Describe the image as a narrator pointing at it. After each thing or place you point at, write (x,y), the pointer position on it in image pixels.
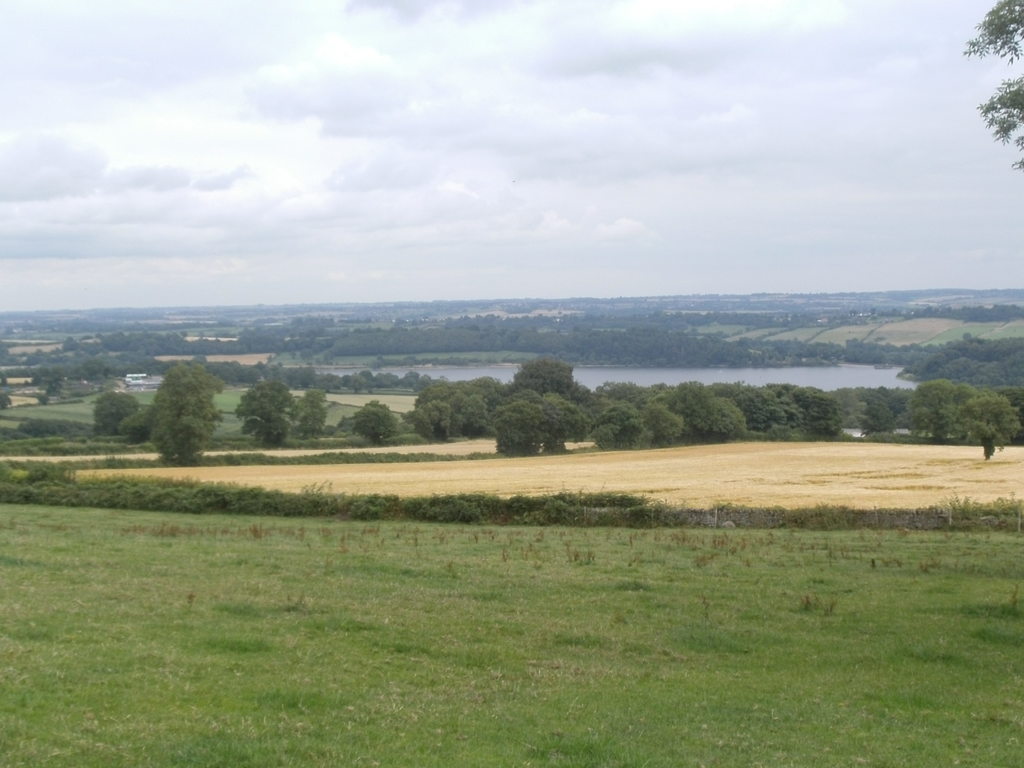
In this picture I can see trees (962,377), plants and grass (759,568) on the ground (455,703) and I can see water (786,375) and a cloudy sky (986,205).
